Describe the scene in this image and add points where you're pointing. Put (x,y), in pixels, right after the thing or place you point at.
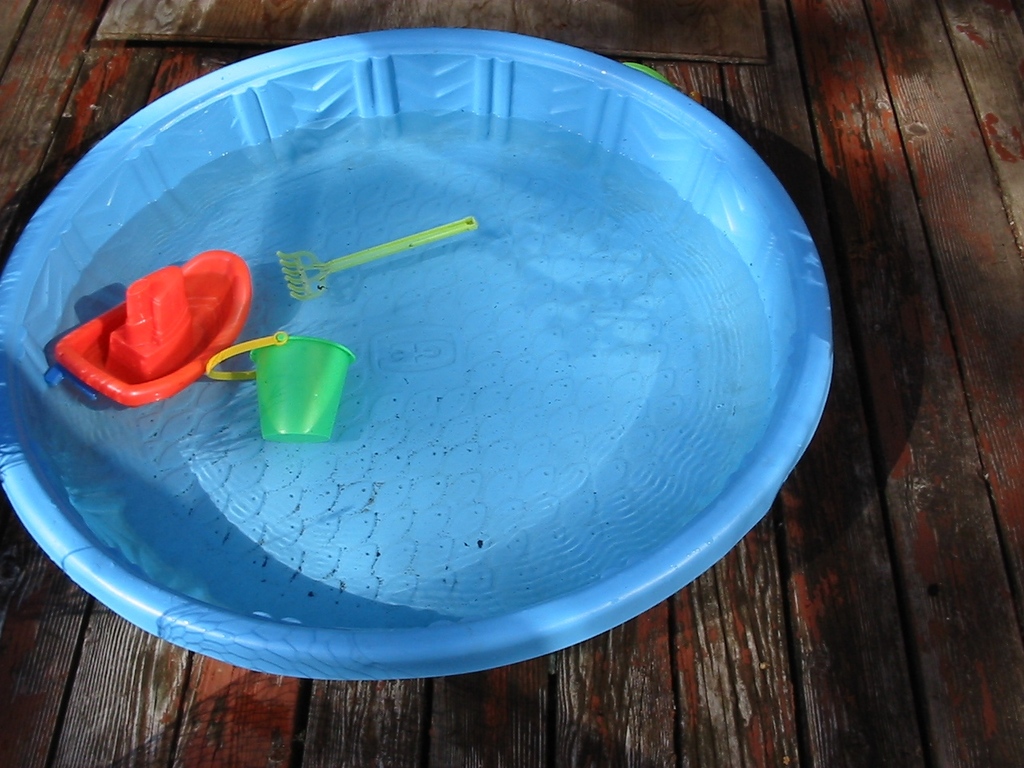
In this image on the deck (593,654) there is water (556,272) in the tub (504,83) and there are a few objects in the tub (336,338).
